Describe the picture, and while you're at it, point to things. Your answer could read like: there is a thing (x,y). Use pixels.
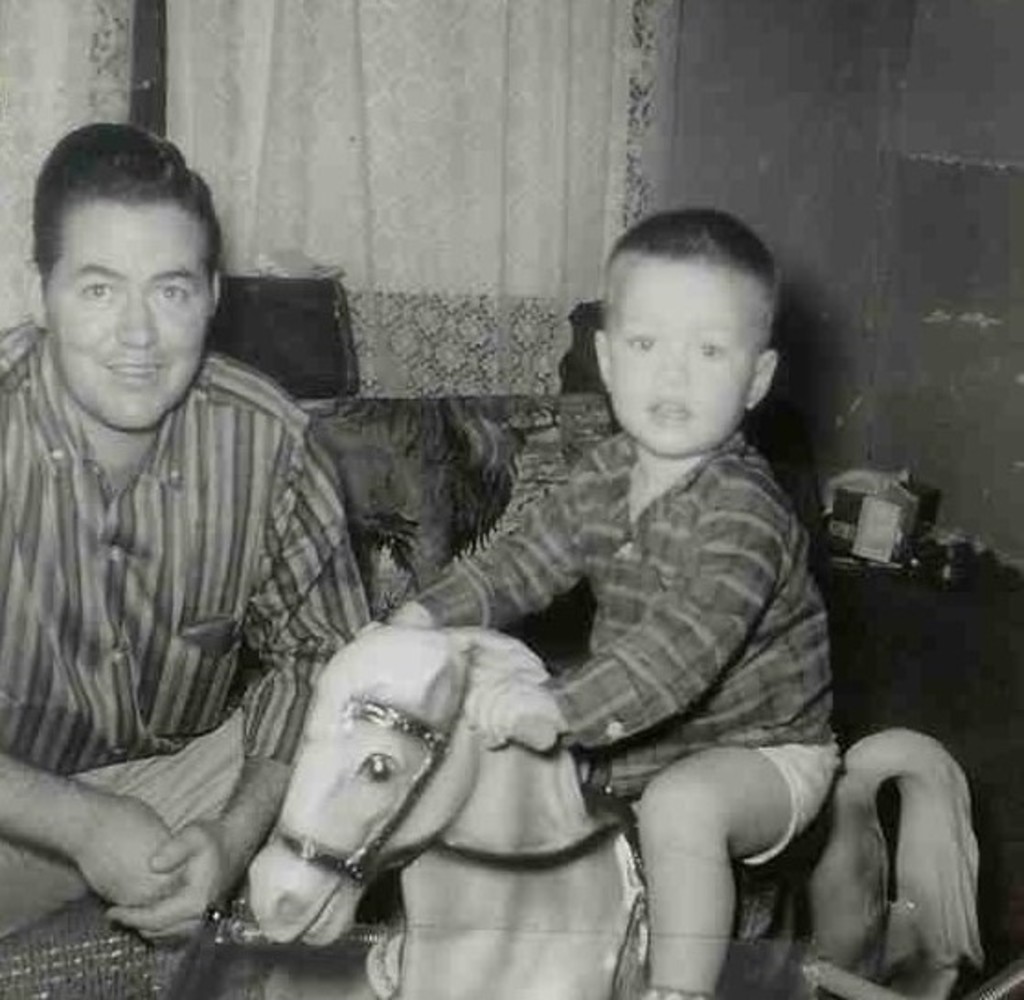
This black and white picture is clicked inside a room (941,248). There is a man (234,410) and a kid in the image. The man (252,507) is sitting on the couch (364,501) and smiling. The boy (616,563) is sitting on the horse swing toy (581,826). Behind the boy (808,623) there is a table (876,620) and things (875,538) are placed on it. In the background (786,151) there is wall (786,168) and curtains (341,167).
